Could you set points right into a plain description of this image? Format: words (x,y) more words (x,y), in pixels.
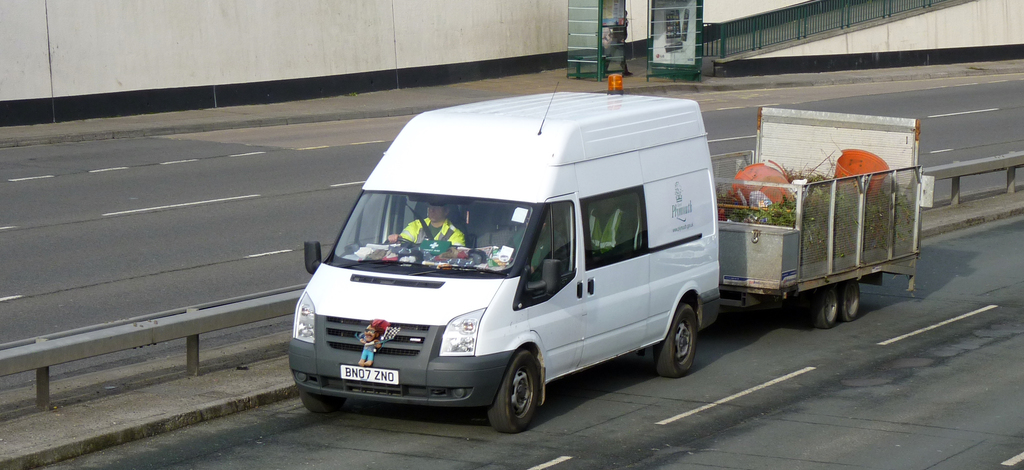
In this image, we can see few people (421,230) are riding a vehicle (624,320) on the road (781,365). Here we can see few objects (768,204) in the mesh container (804,260). Here we can see rods (959,183) and roads (995,129). Top of the image (283,43), we can see wall (382,60), boxes (590,52), and railing (721,36). Here we can see a person (625,65) is walking.
